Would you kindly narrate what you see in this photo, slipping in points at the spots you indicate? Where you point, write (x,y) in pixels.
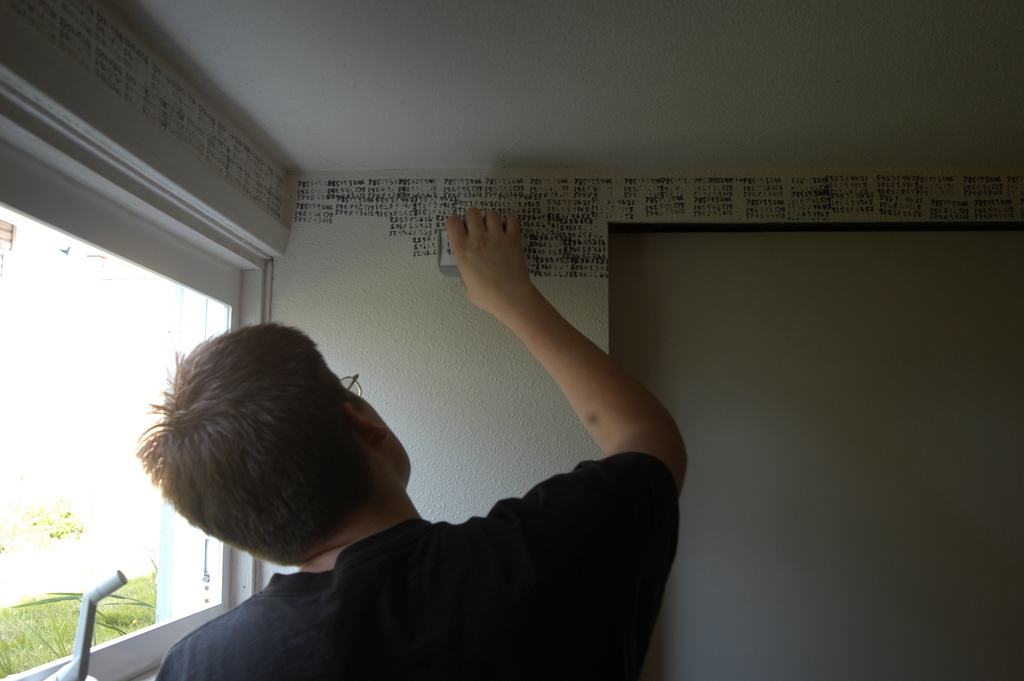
In the center of the image (629,432) we can see a man (355,519) painting on the wall (520,416). On the left (131,310) there is a window (64,537). In the background (623,324) we can see a wall (754,487).
